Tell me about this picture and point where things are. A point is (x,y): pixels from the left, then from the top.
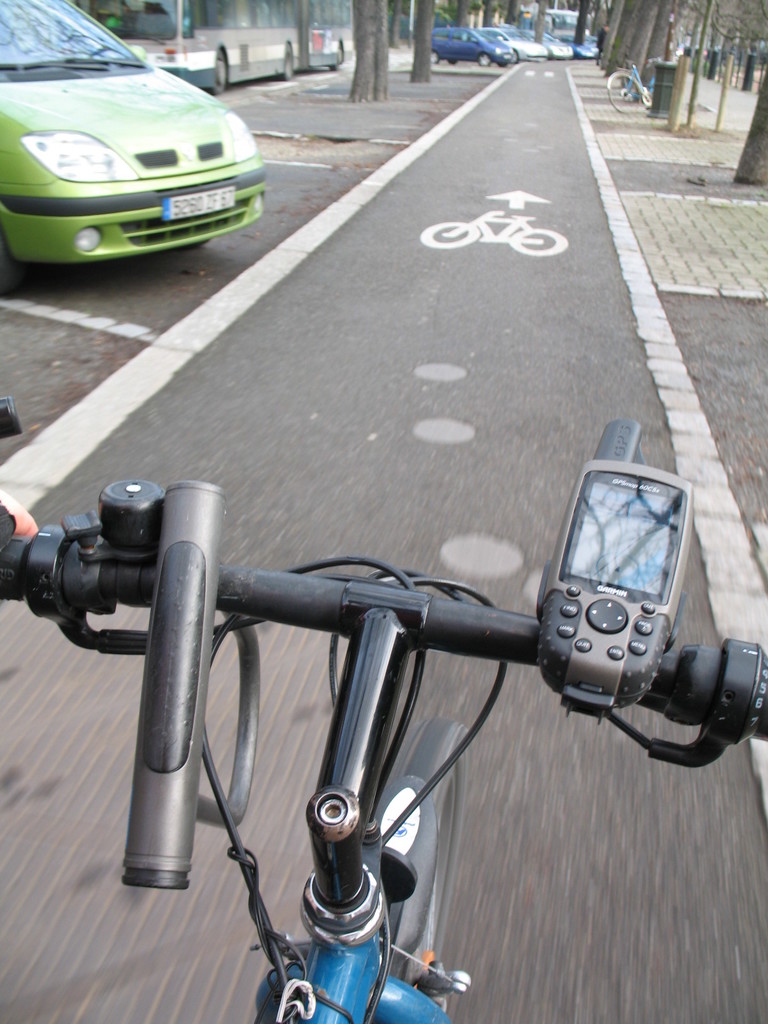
In this picture I can see bicycles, vehicles (527,44), road (519,104), trees (489,22), dustbin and poles (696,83).
